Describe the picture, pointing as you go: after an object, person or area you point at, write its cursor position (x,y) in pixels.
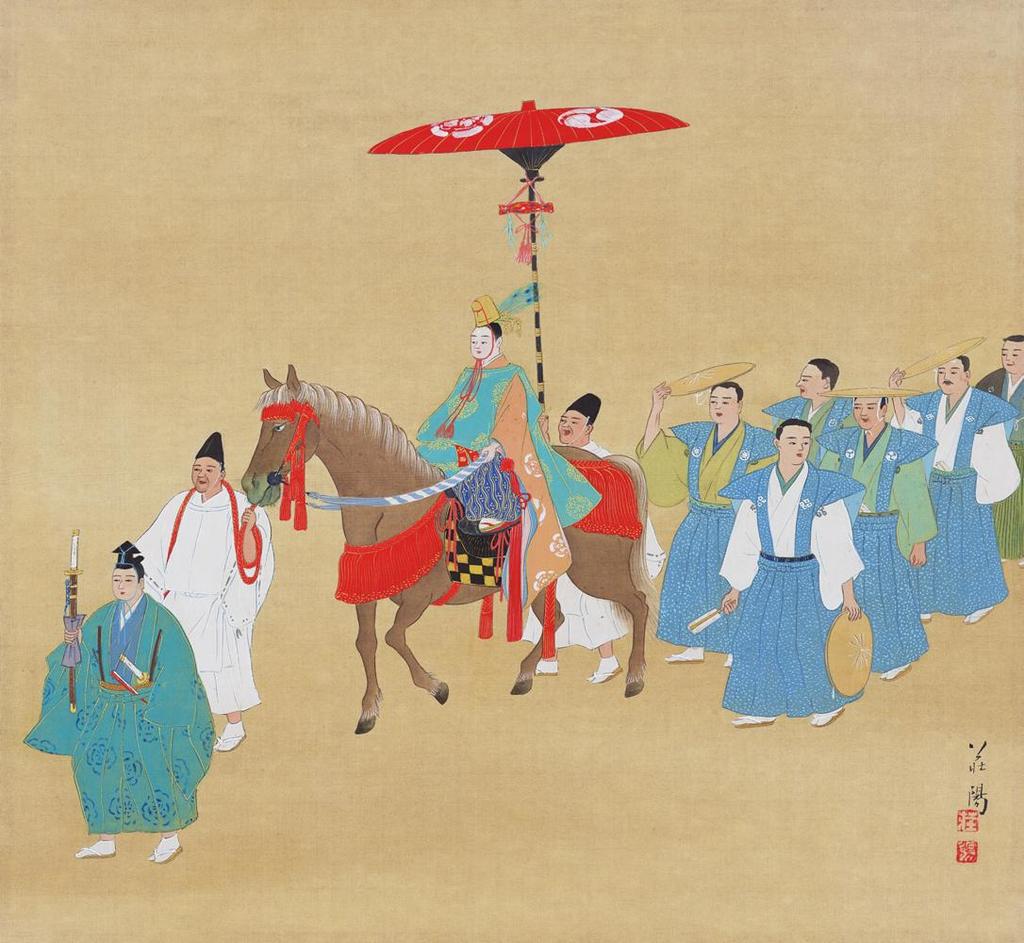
It is a cartoon picture. In the image in the center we can see few people (722,497) were walking and holding some objects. And we can see one person (489,475) sitting on the horse (591,583).
